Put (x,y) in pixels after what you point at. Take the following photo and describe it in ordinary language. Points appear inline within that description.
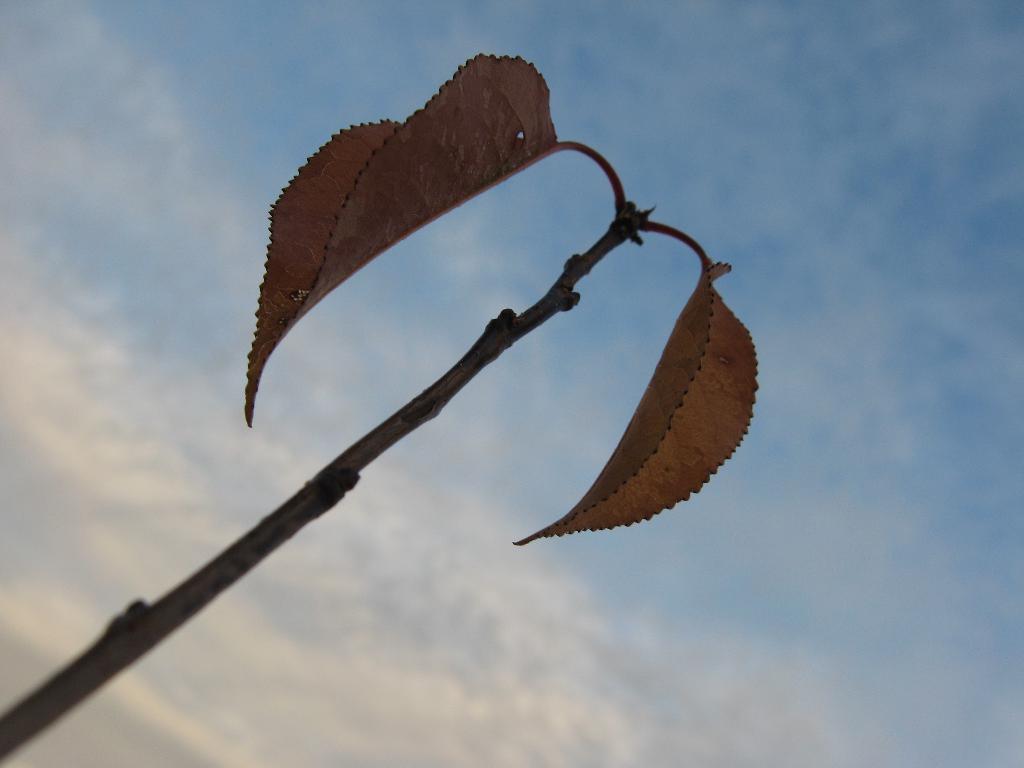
In the foreground of the picture (663,387) there is a stem (558,290) and there are leaves (657,398). Sky (625,404) is bit cloudy.
